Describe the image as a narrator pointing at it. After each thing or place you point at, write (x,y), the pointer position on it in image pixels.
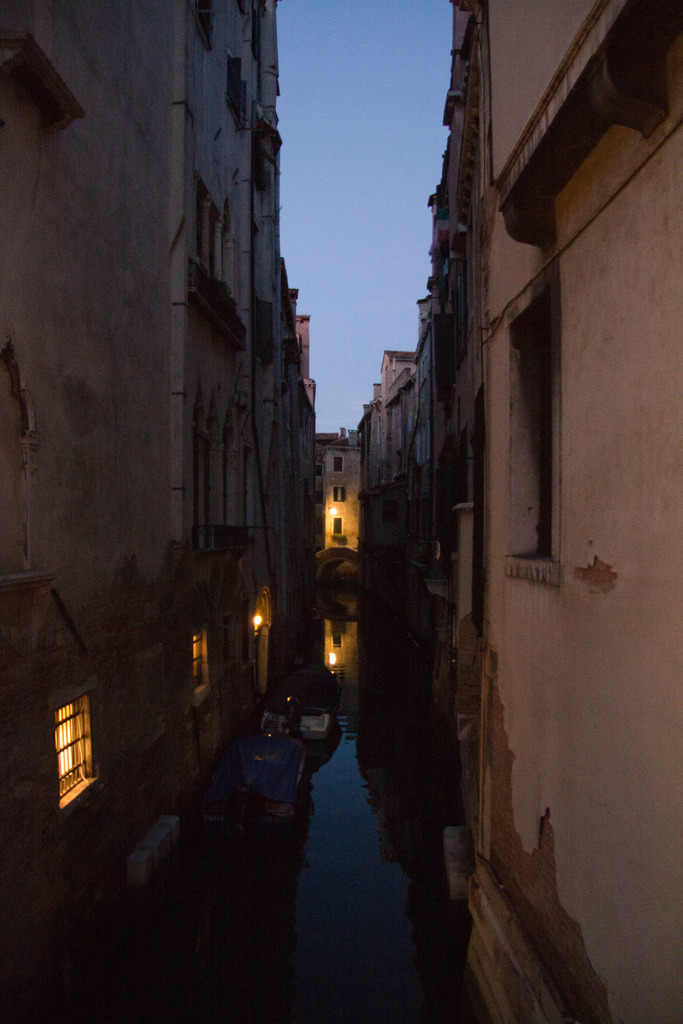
This image consists of many buildings (472,554). And we can see the lamps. At the bottom (323,1016), there is water (276,874). At the top (332,103), there is sky (340,69).
